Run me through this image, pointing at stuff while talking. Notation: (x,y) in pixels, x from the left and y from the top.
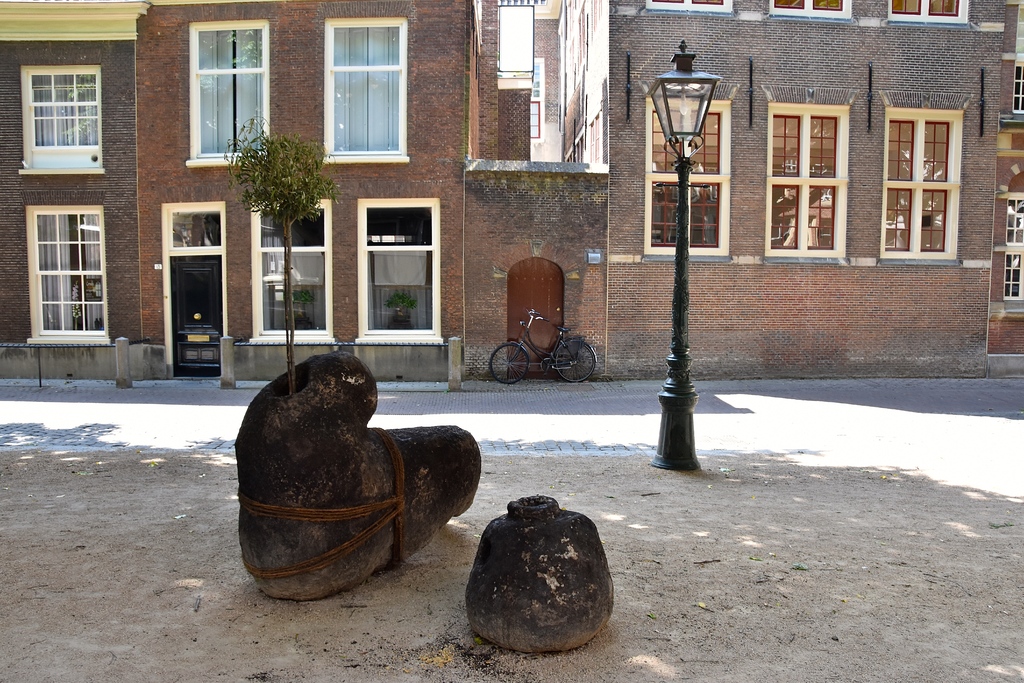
In this image we can see a plant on a stone (343,500) which is tied with a rope (346,515). On the backside (209,313) we can see a building (474,245) with windows (420,285), fence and a door (194,317). We can also see a bicycle (513,373) on the footpath (550,390) and a street lamp (701,111) to a pole (682,405).
